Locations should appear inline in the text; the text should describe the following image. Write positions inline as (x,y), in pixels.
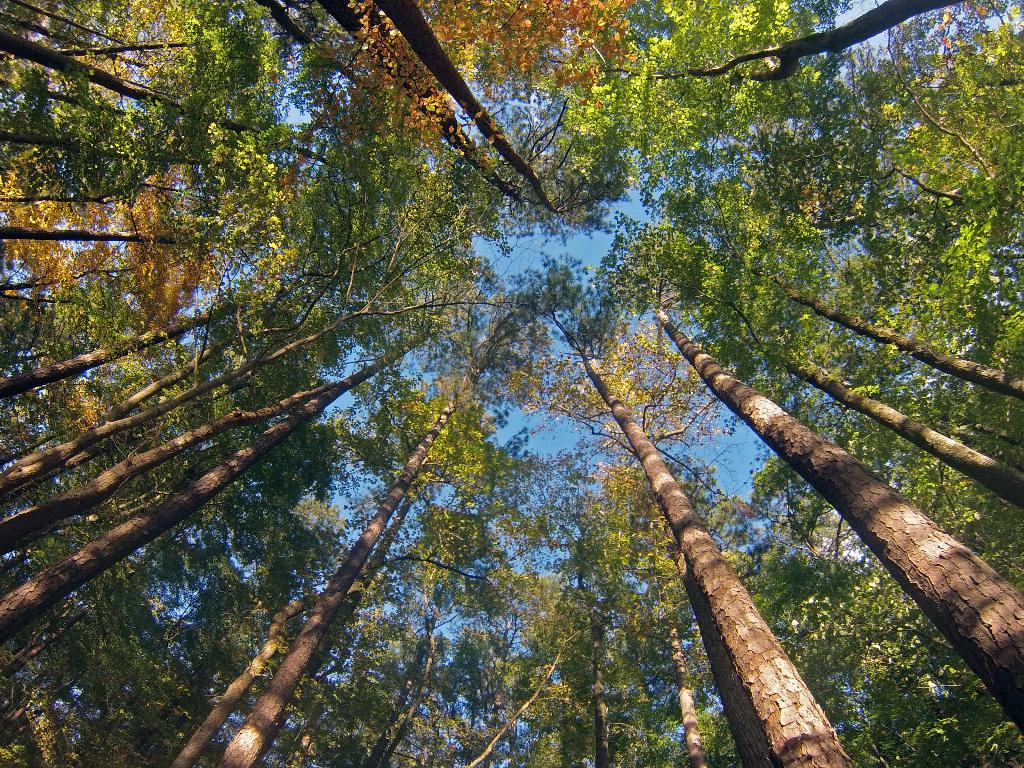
There are many trees (602,386). In the background (555,435) there is sky (530,425).
